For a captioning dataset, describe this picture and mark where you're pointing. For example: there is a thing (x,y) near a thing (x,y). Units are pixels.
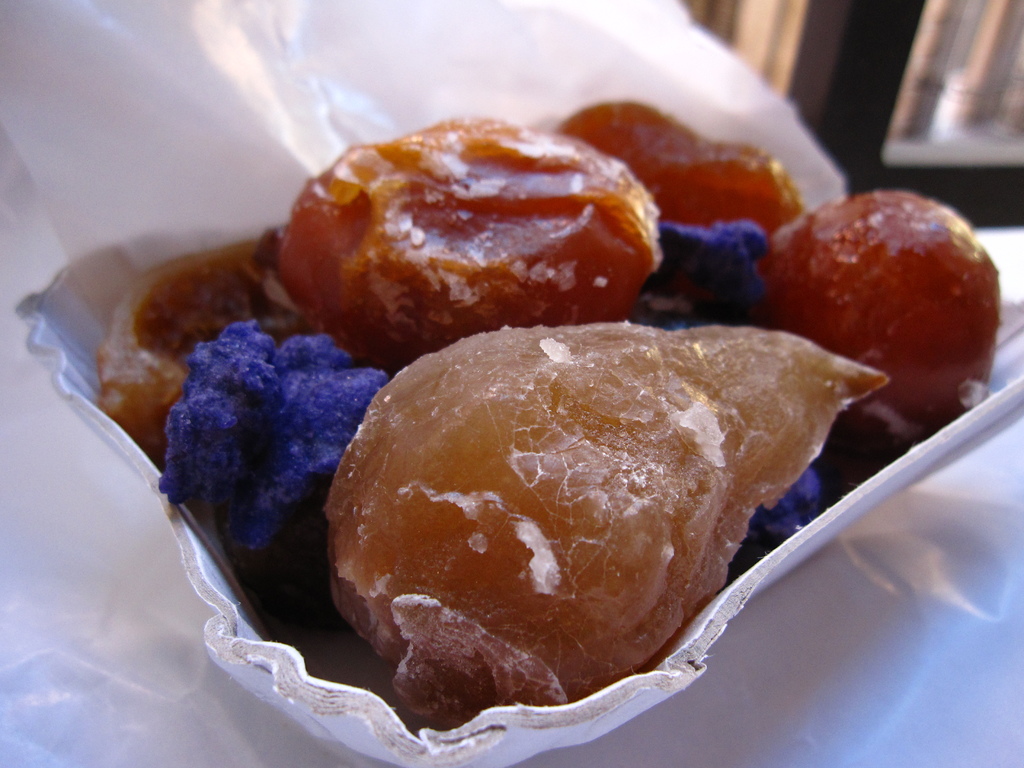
In this white bowl (62,379) there is a food (233,256). This bowl (441,763) is kept on a white surface (207,701). Background (930,29) it is blur.
